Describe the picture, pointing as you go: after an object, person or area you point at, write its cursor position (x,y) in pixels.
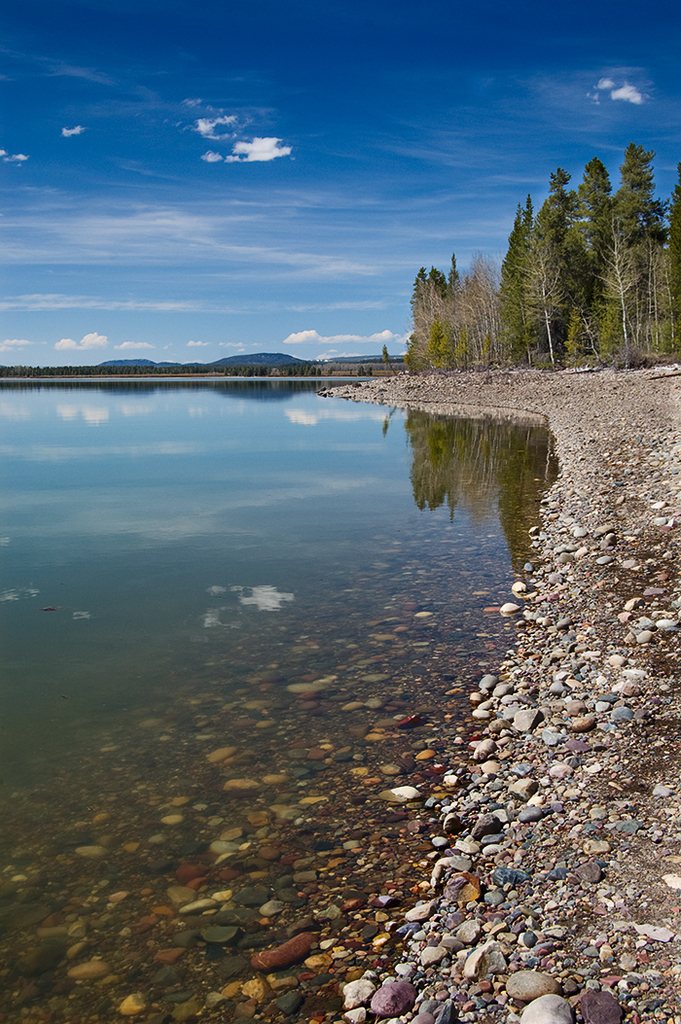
In the picture we can see water (275,733), stones (290,867), in the background of the picture (486,364) there are some trees (442,347), mountains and clear sky (199,68).
